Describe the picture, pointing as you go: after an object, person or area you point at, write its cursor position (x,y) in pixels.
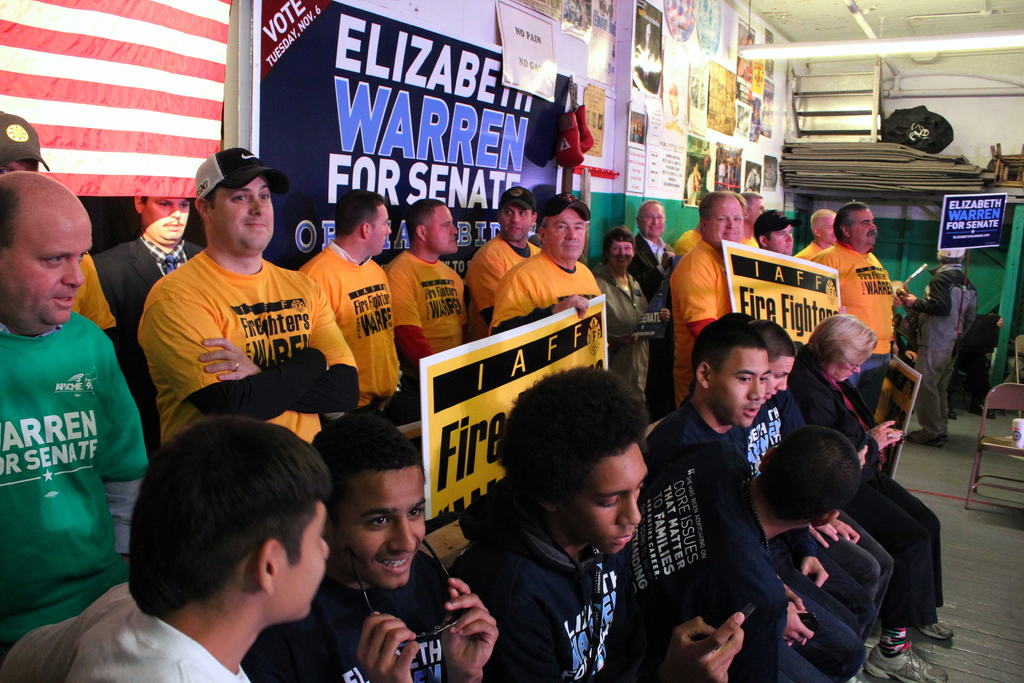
In this image we can see few persons (424,605) are sitting and among them a man (487,620) is holding goggles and another man (518,652) is holding a mobile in their hands (472,622). In the background (124,173) few persons (632,292) are standing and few of them are holding boards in their hands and we can see a flag (70,139), light (881,48) hanging to the roof top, posters (331,101) and boards (353,52) on the wall (793,61), cup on a chair (1001,389) and other objects (880,171).
